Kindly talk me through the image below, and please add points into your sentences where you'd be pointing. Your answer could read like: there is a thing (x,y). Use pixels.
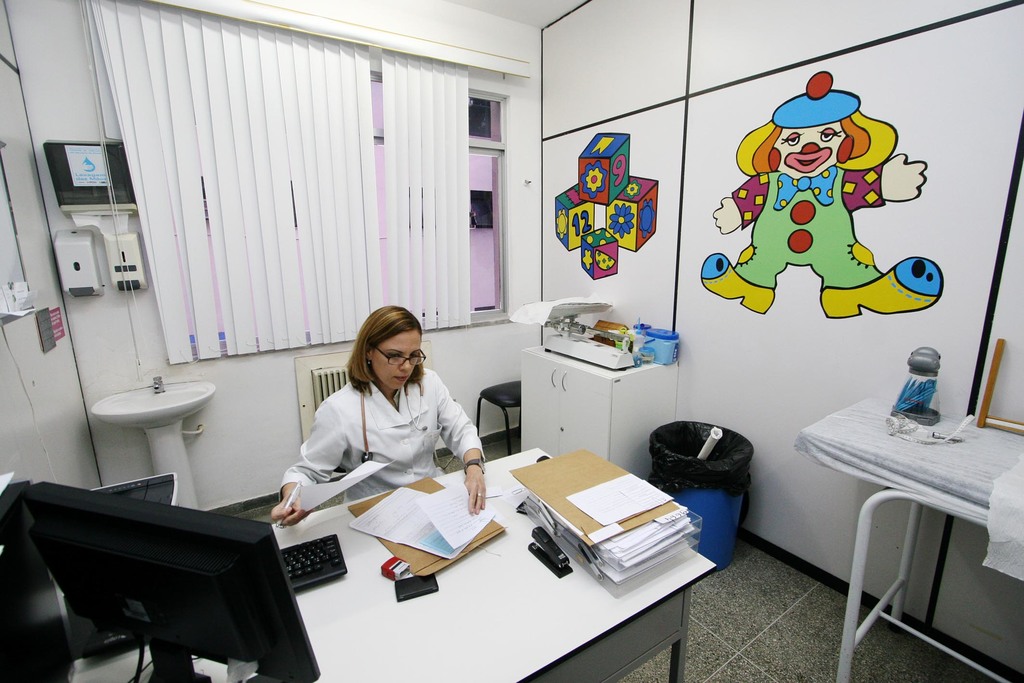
In this image I see woman (304,457) who is sitting on the chair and she is holding papers (465,495) in her hands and I see a table (355,598) in front (345,608) and there are lot of files (545,467), a monitor (251,542) and a keyboard (310,568). In the background (1023,123) I see the wall (967,89), a bed (847,458) over here, a cabinet (665,413) and few things (609,331) on it, wash basin (100,411) and the stool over here.
